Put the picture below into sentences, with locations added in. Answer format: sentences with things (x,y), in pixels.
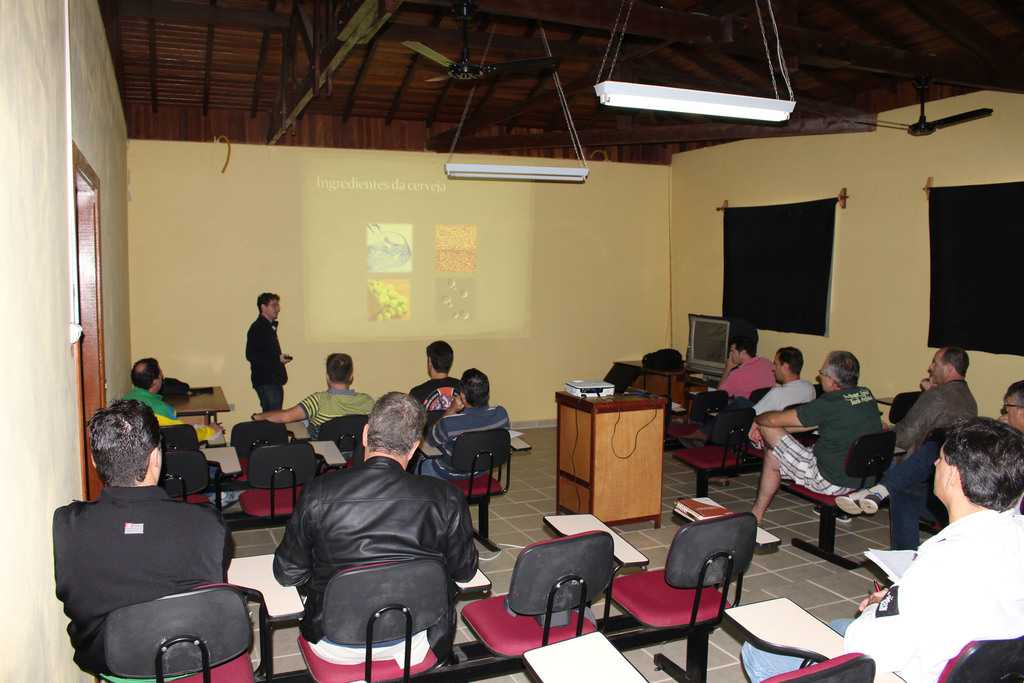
This image is clicked in a room (312,289). There are so many chairs (608,538) and people (461,528) are sitting on that chairs (810,502). There is table (611,452) in the middle (624,453) on which the projector machine (591,391) is there. There is a screen (462,229) on the wall (343,286). There is a person (277,385) standing near the wall (398,358). There are fans (920,126) and lights (475,164) on the top (463,168).
